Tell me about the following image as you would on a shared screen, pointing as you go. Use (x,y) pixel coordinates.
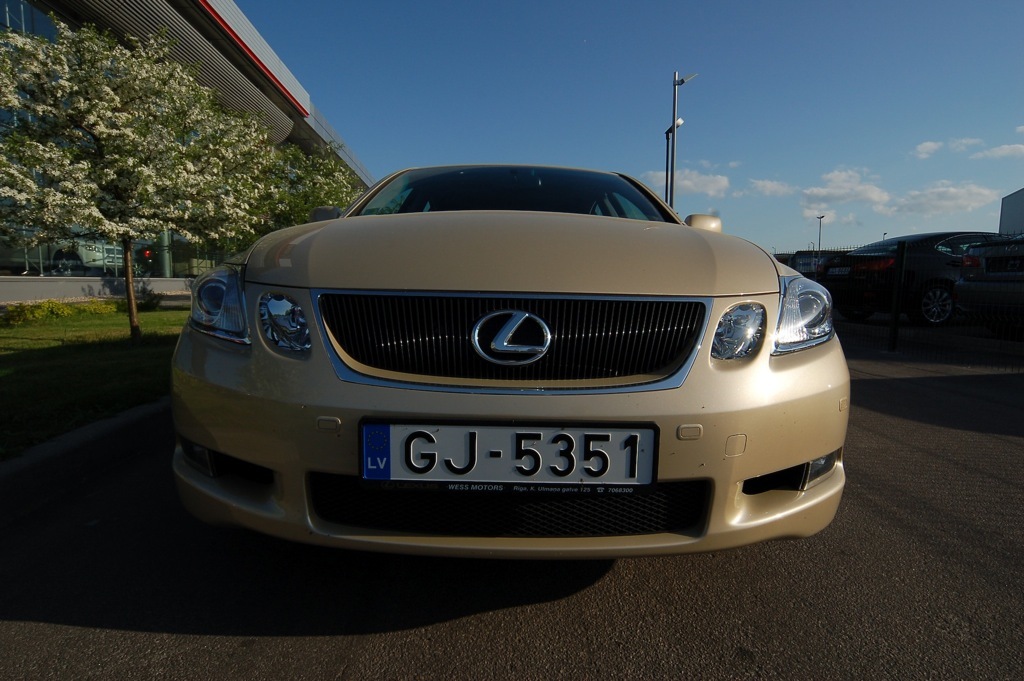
In the picture we can see a front part (606,514) of the car (252,321) with a number GJ-5351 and beside it, we can see a grass surface (142,330) with some plants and part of the building (18,276) with glasses (2,243) from it, we can see a car (69,264) and behind the car (576,307) we can see a pole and the sky (679,145) with clouds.
